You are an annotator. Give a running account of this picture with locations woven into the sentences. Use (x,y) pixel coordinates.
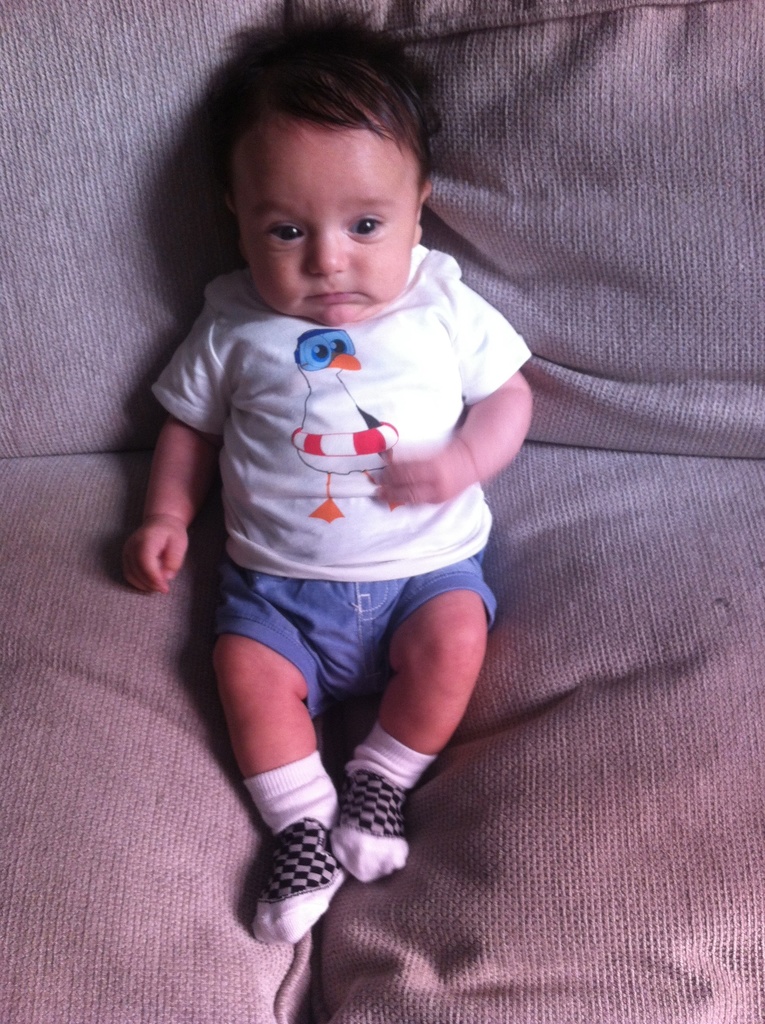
In this image we can see a kid (427,305) sitting on the couch (107,492).
